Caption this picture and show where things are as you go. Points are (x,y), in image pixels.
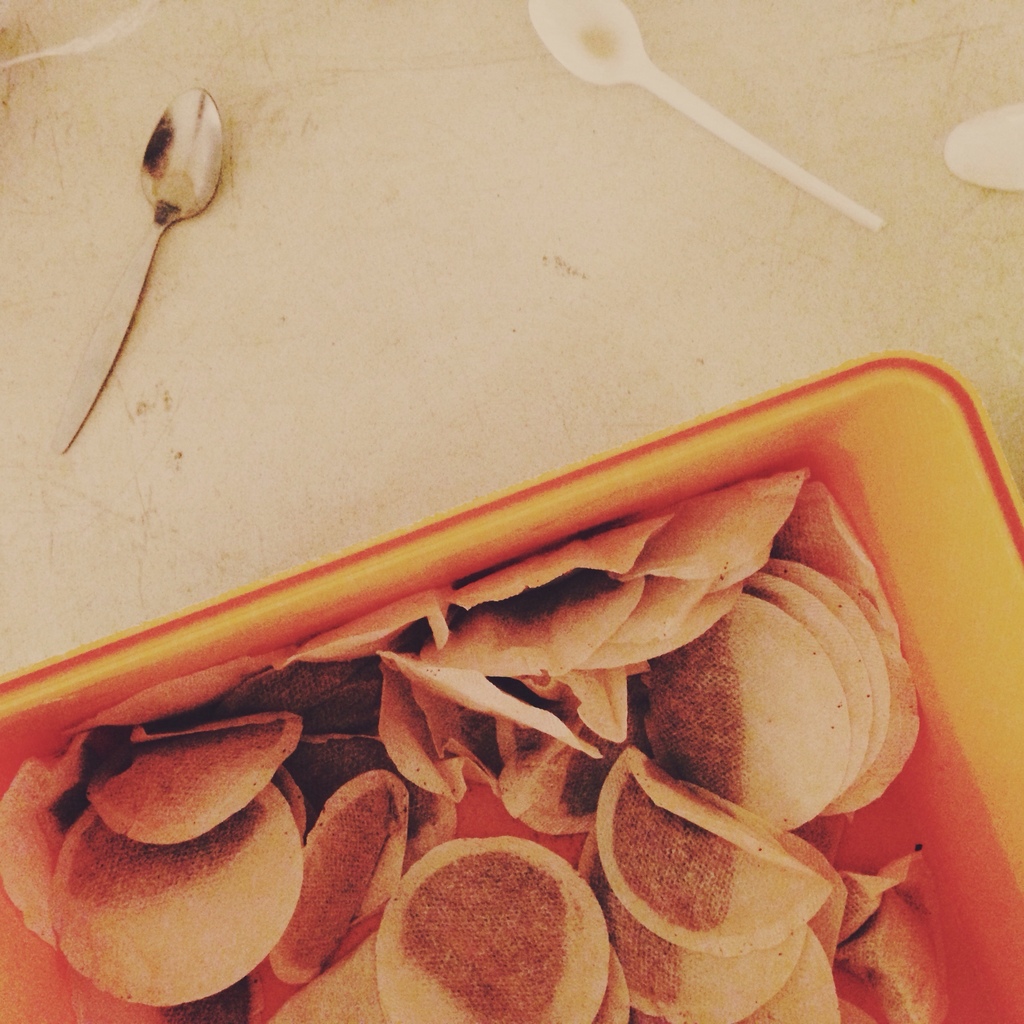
In the bottom (634,770) we can see some food item (606,779). On the top (171,188) we can see three spoons (177,175) on the table (547,378).
